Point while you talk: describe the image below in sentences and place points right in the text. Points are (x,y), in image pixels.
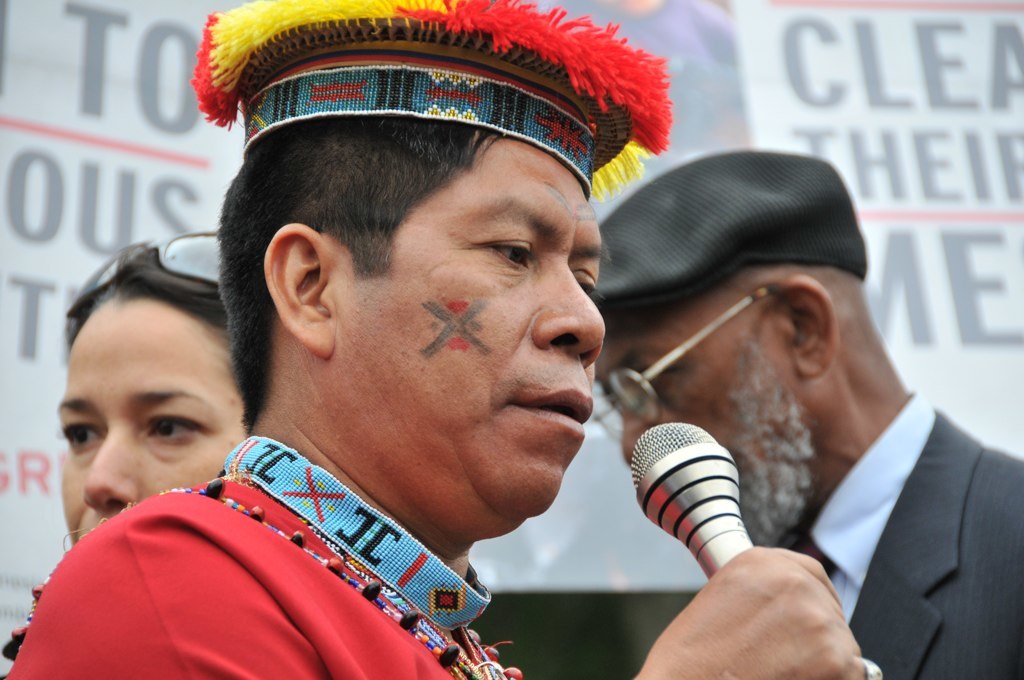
In the image we can see there is a person (476,499) who is holding mic (686,471) in his hand (737,586) and there are two people (783,352) who are standing at the back (76,366).
